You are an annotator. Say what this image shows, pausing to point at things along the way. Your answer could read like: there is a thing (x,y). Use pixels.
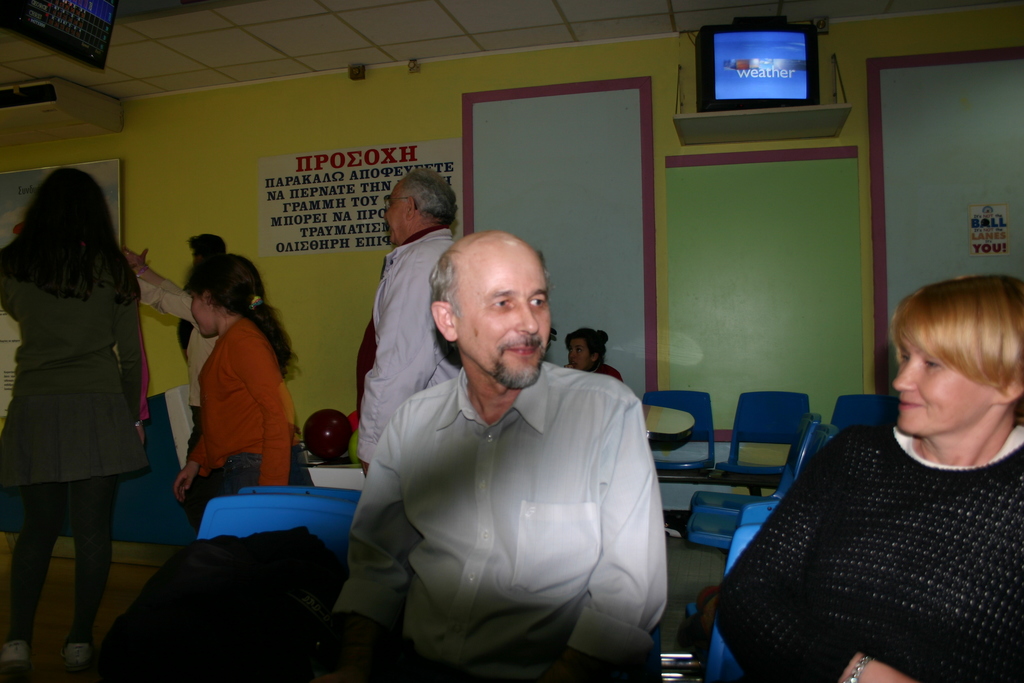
In the foreground of this image (596,516), there are persons (585,593) sitting on the blue chairs (321,538) and a bag (248,615) on the chair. In the background (329,352), there are persons (91,335) sitting, few are standing, wall (774,249), TV (735,106) on the top (719,99), few boards (644,221), posters (340,202) are on the wall (205,178). We can also see balls (338,431) and a screen (81,18) to the ceiling (236,14).
